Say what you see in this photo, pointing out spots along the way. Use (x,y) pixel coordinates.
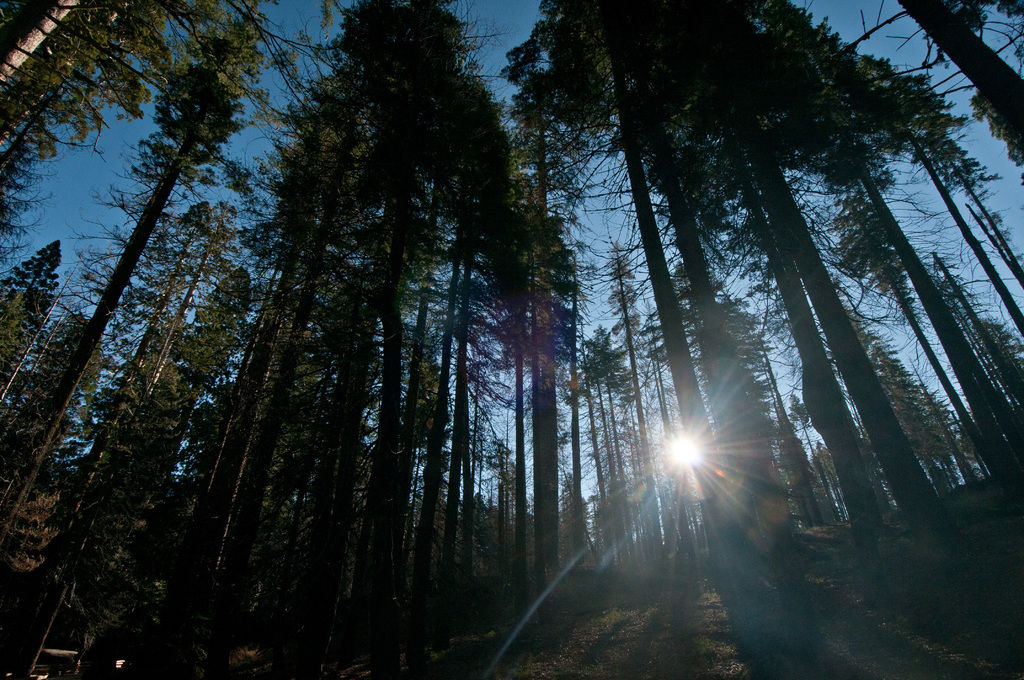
The picture is clicked in woods (48,524). In this picture there are trees (145,385) and grass (703,586). In the background (669,447) it is sun (675,448) shining in the sky (675,434).
